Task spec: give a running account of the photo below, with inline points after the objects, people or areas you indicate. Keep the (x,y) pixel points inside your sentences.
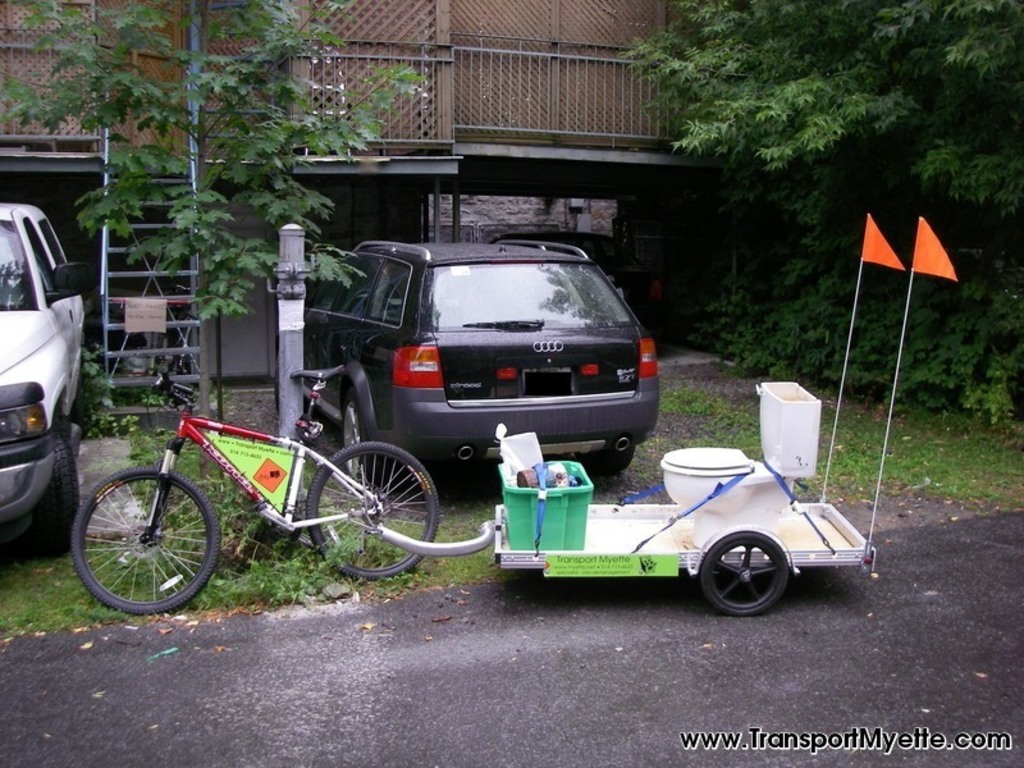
In this image in front (859,668) there is a road (669,657). There is a cycle (441,512). There are cars (429,401). In the background of the image (758,123) there are trees (778,90), building (402,125). There is a ladder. There is some text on the right side of the image (909,733).
